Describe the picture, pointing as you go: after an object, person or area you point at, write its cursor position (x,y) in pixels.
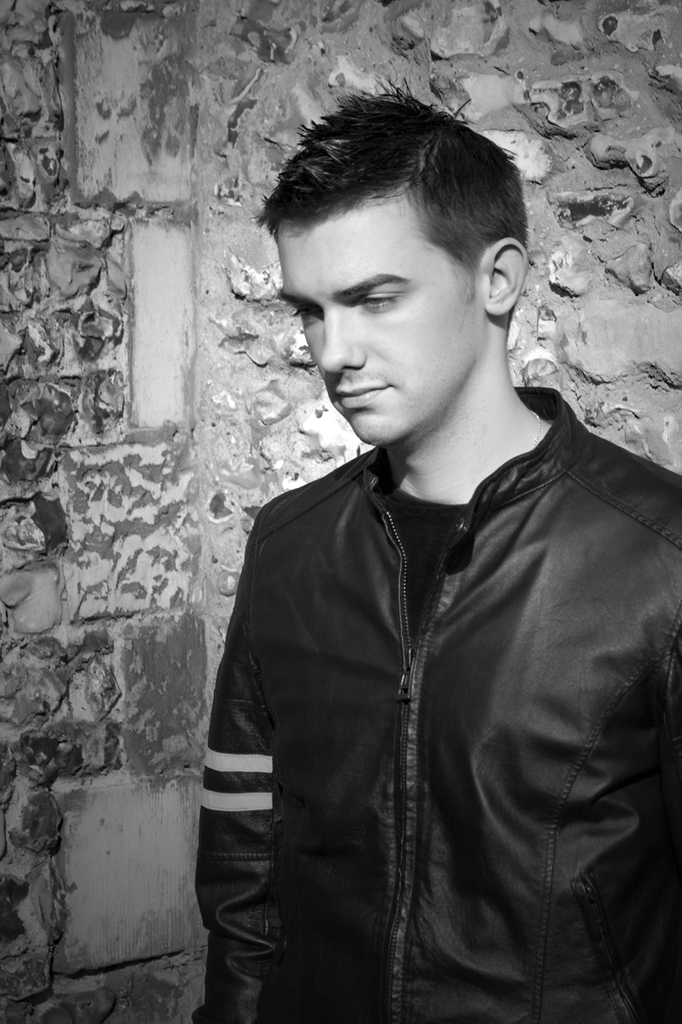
In this image I can see the black and white picture in which I can see a person (474,681) wearing black and white colored jacket (424,728) and black colored t shirt (422,570) is standing. In the background (223,504) I can see the wall (222,219).
